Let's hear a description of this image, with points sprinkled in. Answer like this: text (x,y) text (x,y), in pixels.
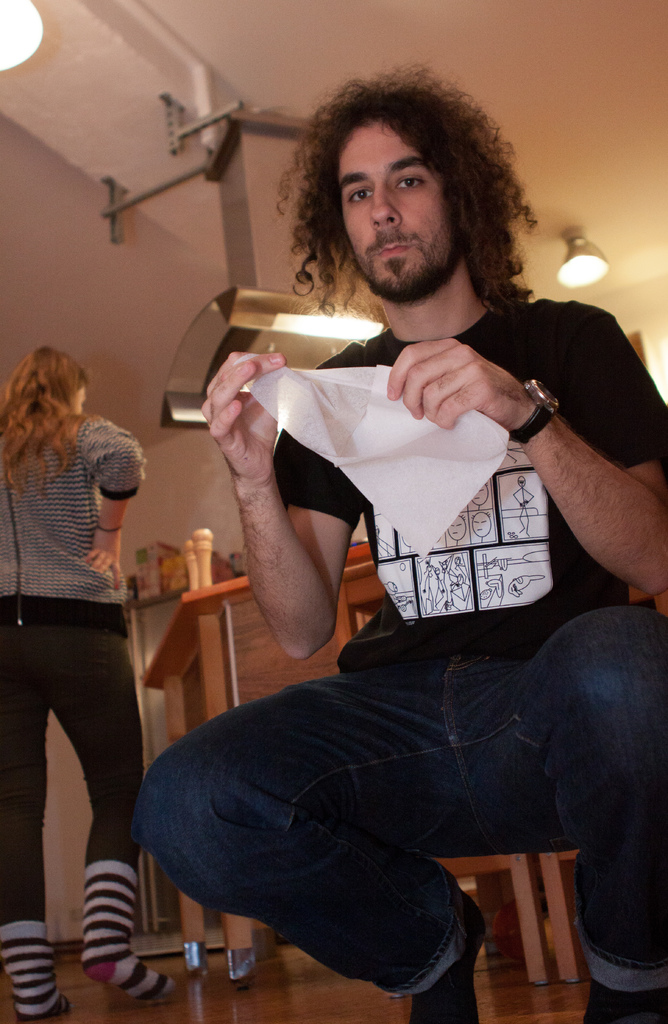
In this picture there is a man (327,215) who is wearing t-shirt (576,409), watch (553,403), jeans (559,719) and socks (454,1014). He is holding paper (396,480). On the left (48,424) there is a woman (22,475) who is wearing hoodie (71,597), trouser (89,632) and socks (113,934). She is standing near to the table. On the table (198,604) we can see some objects (161,563). On the top (250,305) we can see exhaust duct (230,254) and light (567,236).
